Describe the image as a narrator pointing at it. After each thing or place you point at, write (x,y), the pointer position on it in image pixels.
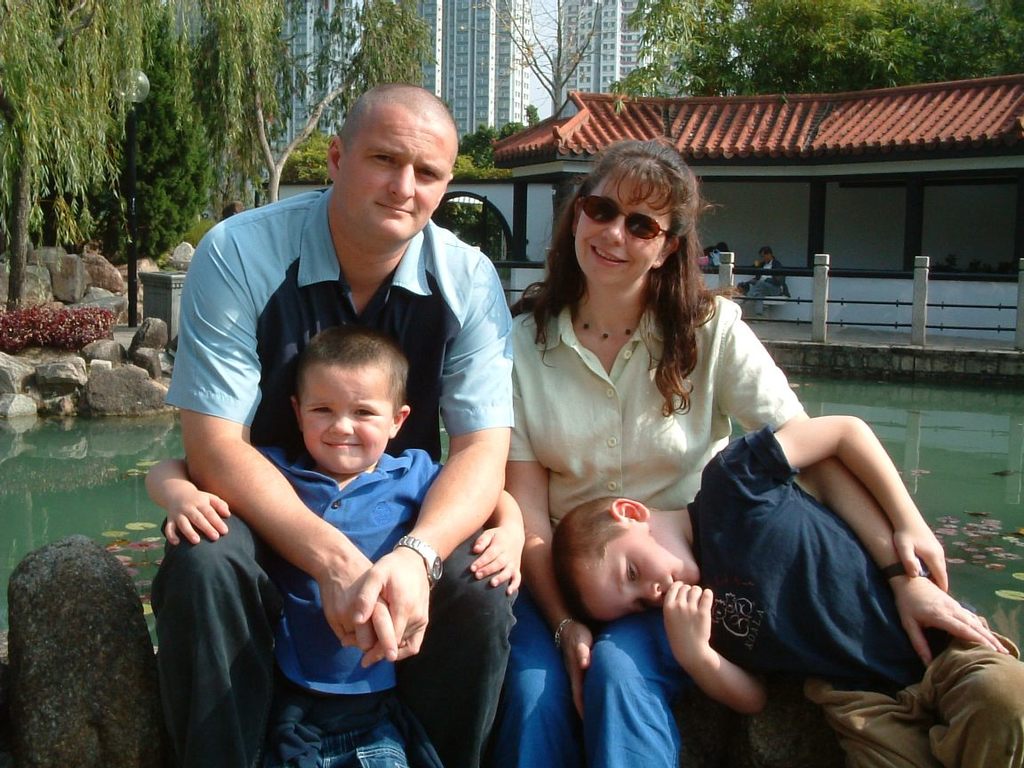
In this image there is a family (372,263) sitting on the rock (72,724) behind them there is a pond (116,483), building (864,207), trees (415,2) and stones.
